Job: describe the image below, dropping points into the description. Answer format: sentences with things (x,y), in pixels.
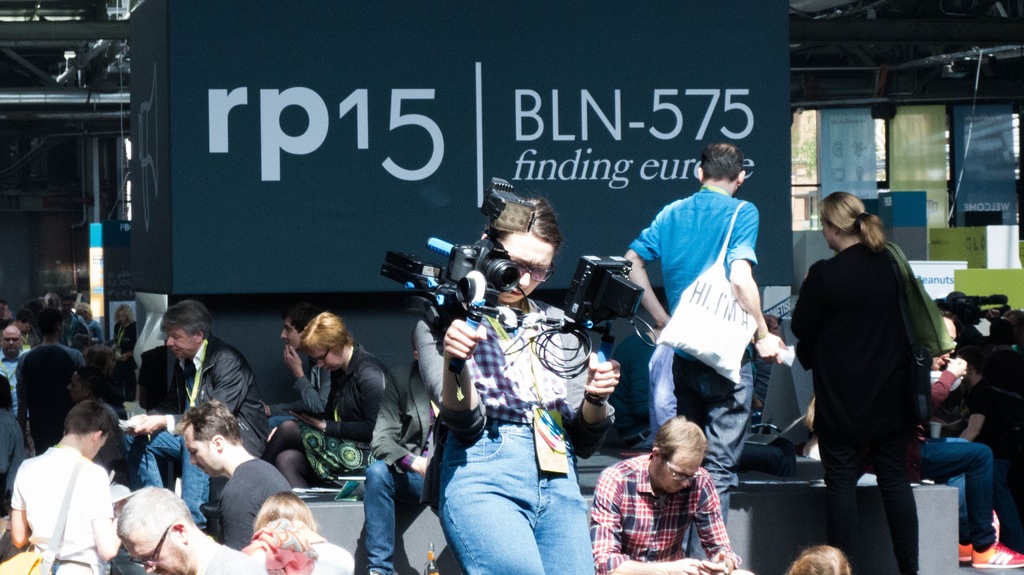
In this picture we can see some persons (655,255). She is holding a camera (458,317) with her hand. On the background (455,127) there is a banner (592,86) and these are the boards (917,197).
